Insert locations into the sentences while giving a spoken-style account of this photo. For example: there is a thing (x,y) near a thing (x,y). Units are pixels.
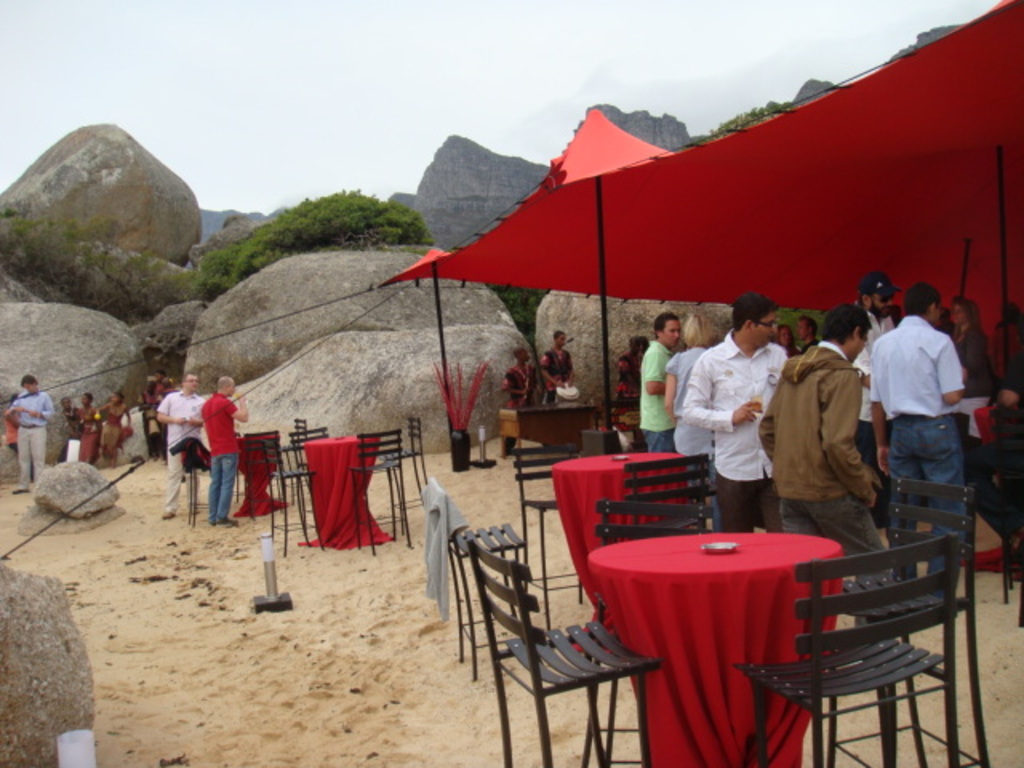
There is a group of people (735,502). They are standing. There is a table (606,573). We can see the background (673,145) there is a rock (326,297), trees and sky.
